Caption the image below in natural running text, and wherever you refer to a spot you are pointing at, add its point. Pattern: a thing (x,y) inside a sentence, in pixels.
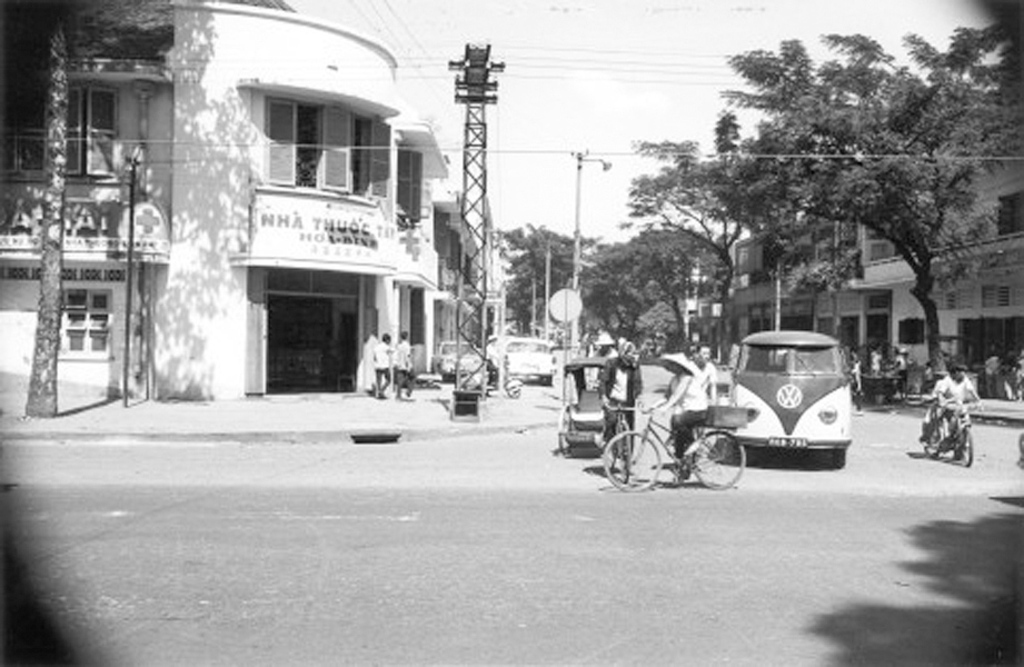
In this picture we can see vehicles (808,380) on the road (294,531) where some persons (620,384) are riding bicycles (668,451) and some persons (404,369) are walking on footpath (291,416) and in the background (357,362) we can see buildings (915,316) with windows (921,328), trees (539,301), poles (549,248), sky (520,121) and this is a black and white picture.
